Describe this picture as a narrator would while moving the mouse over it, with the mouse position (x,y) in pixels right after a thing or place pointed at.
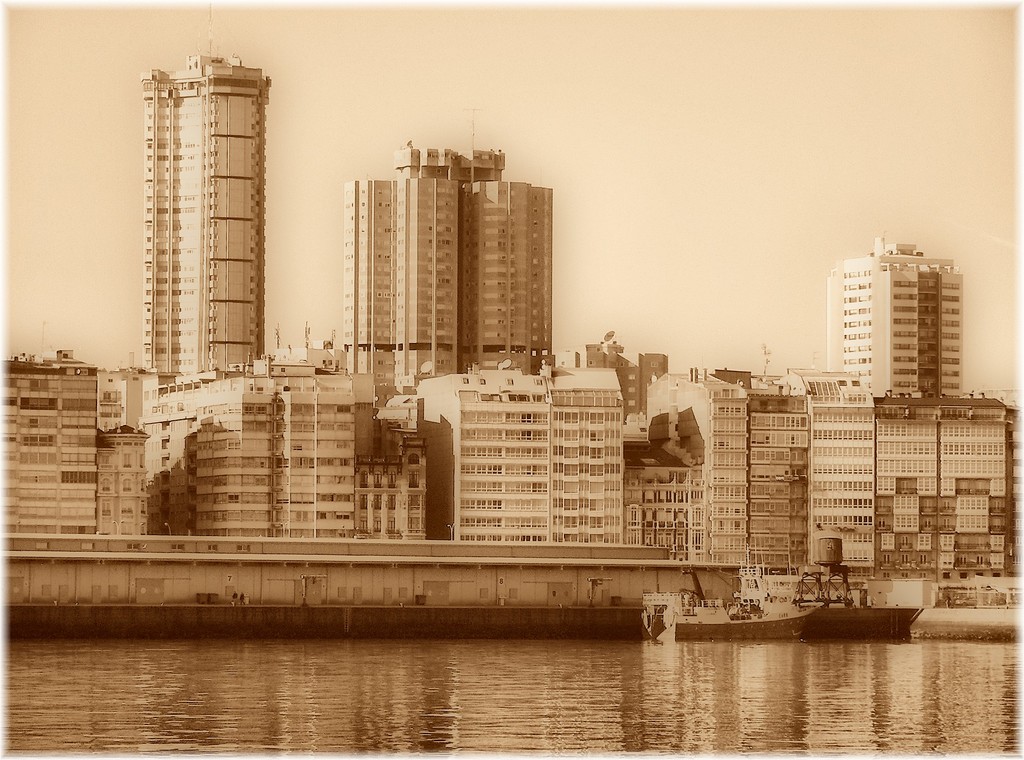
In this image we can see ship (696,618) on the water (610,644), buildings (467,412), antennas (307,323) and sky (660,256).
